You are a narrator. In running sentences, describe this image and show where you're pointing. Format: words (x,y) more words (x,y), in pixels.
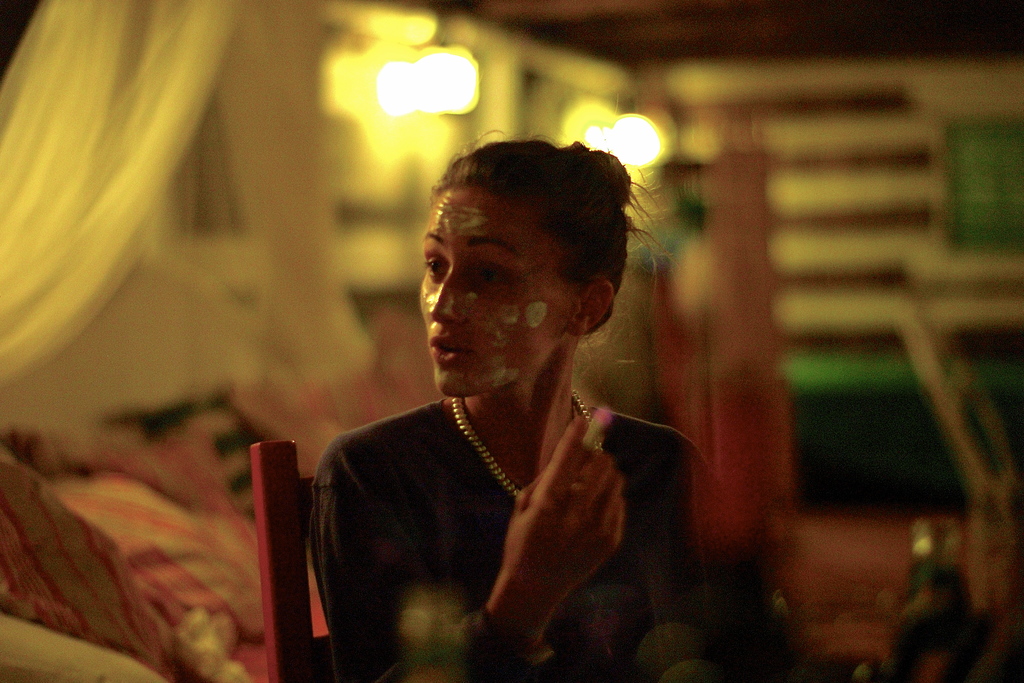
In this image there is a lady (527,539) sitting on a chair (307,579), in the background (216,3) it is blurred.
